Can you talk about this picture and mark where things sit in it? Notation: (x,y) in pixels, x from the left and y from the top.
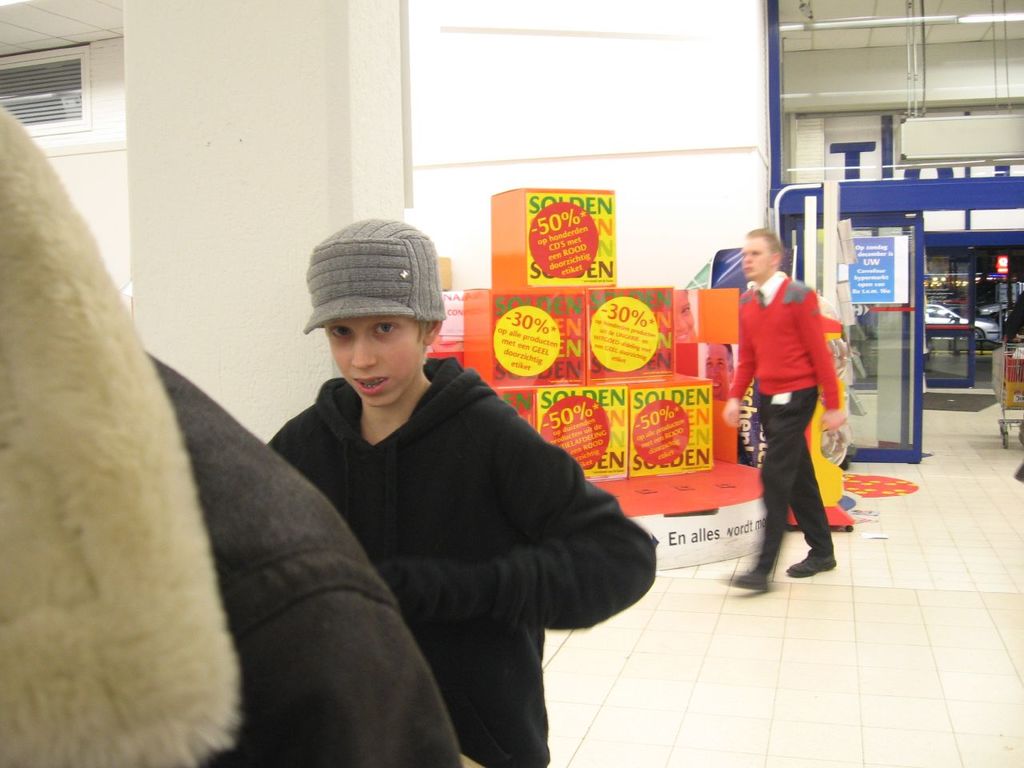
This is a picture taken in a store (936,64). In the foreground (443,469) there is a person (407,468) and in front of him there is another person's jacket (249,580). In the center of the picture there is a man (797,426) in red sweater (805,385) walking, beside him there are boxes (594,329). On the right (888,339), there are doors (950,325), outside the door (942,335) there are car (988,319) and building (990,284). In the background (301,109) there are pillars (364,148) and wall (595,115) painted white.
